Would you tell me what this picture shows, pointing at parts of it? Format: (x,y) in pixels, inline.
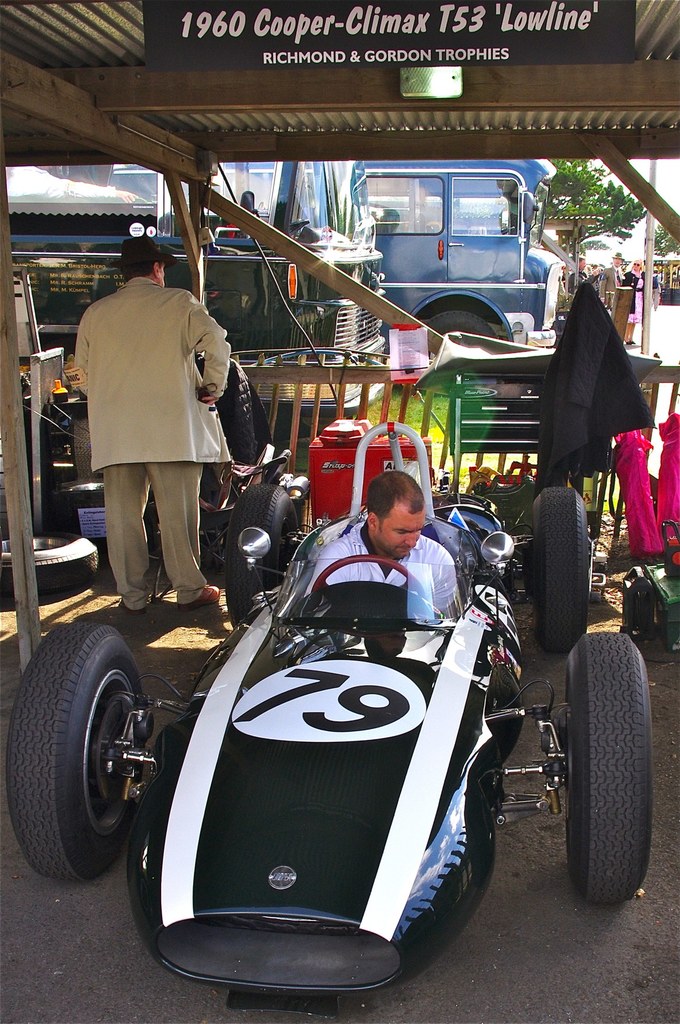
In this picture i can see a man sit on the vehicle (415,614) another man (185,482) on the left side (142,479) stand and he is wearing a beige color coat (157,390). on the roof (109,39) there is hoarding (430,11) attached to the roof (84,34). There is some text (510,25) written on the hoarding (429,53). there are some vehicle (361,199) seen in center of the image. on the left (154,400) on the right side (634,298) some persons (611,281) standing, there are some trees (593,199) visible.
